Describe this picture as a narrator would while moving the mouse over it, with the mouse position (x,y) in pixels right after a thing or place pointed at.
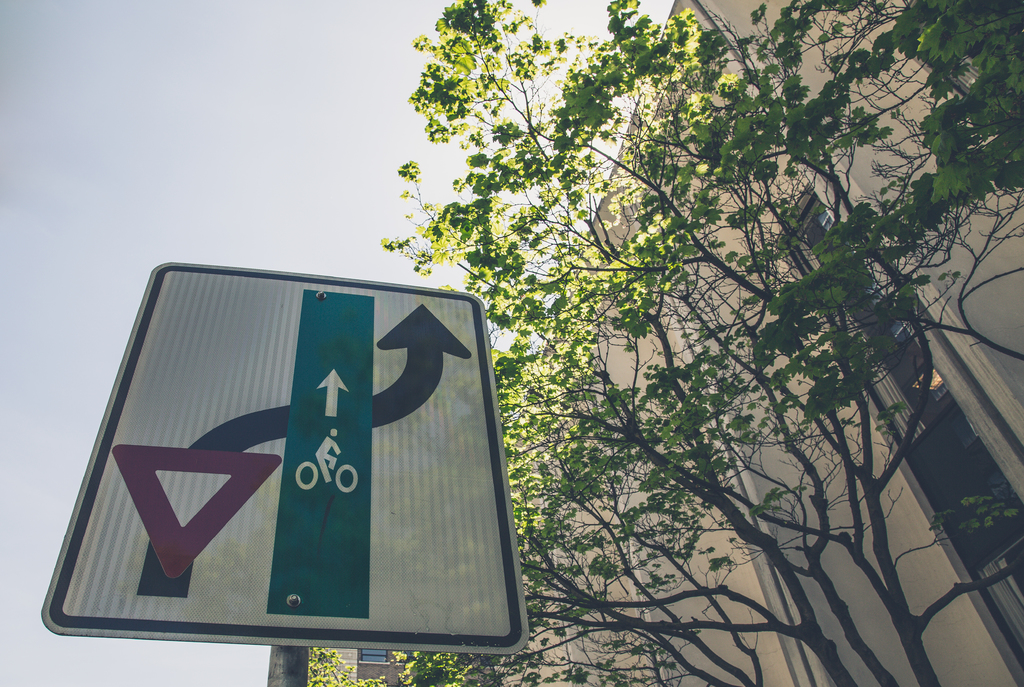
In this image we can see a board (359,622) to the pole (281,649). Here we can see trees (421,664), buildings (992,626) and the plain sky (378,148) in the background (378,148).
